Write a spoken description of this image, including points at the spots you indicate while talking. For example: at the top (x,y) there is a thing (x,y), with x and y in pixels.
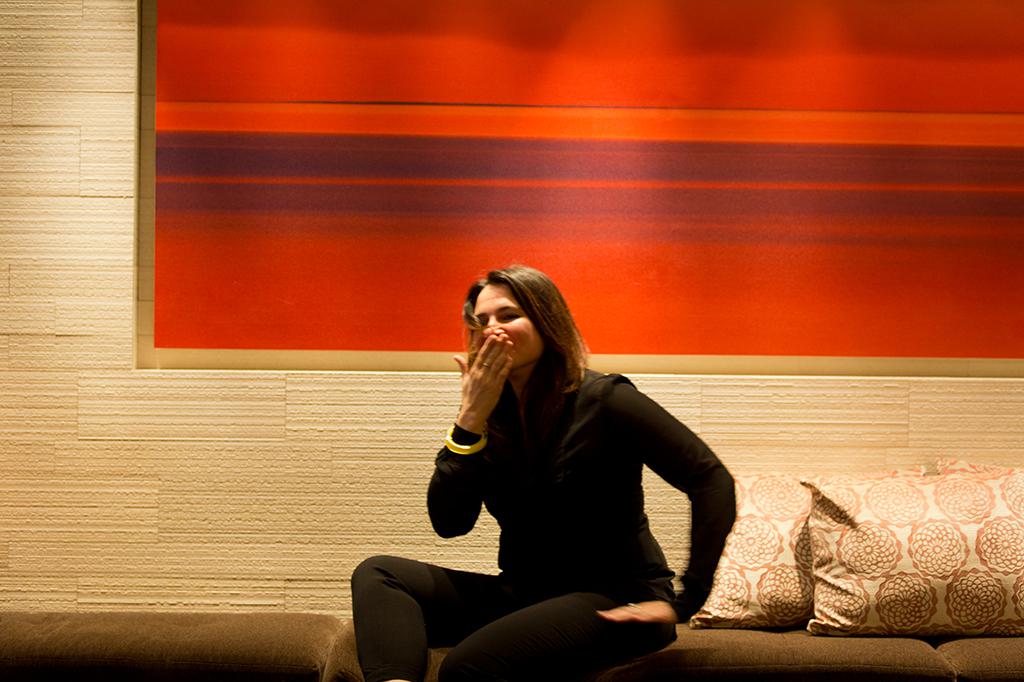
In this picture we can see a woman (502,528) sitting on sofa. She is wearing a black color shirt (569,429) with full length sleeves (699,500) and a pant (426,629). These are pillows (885,542). On the background (473,133) we can see a wall (301,75) which is decorated nicely with a red and cream colour.
